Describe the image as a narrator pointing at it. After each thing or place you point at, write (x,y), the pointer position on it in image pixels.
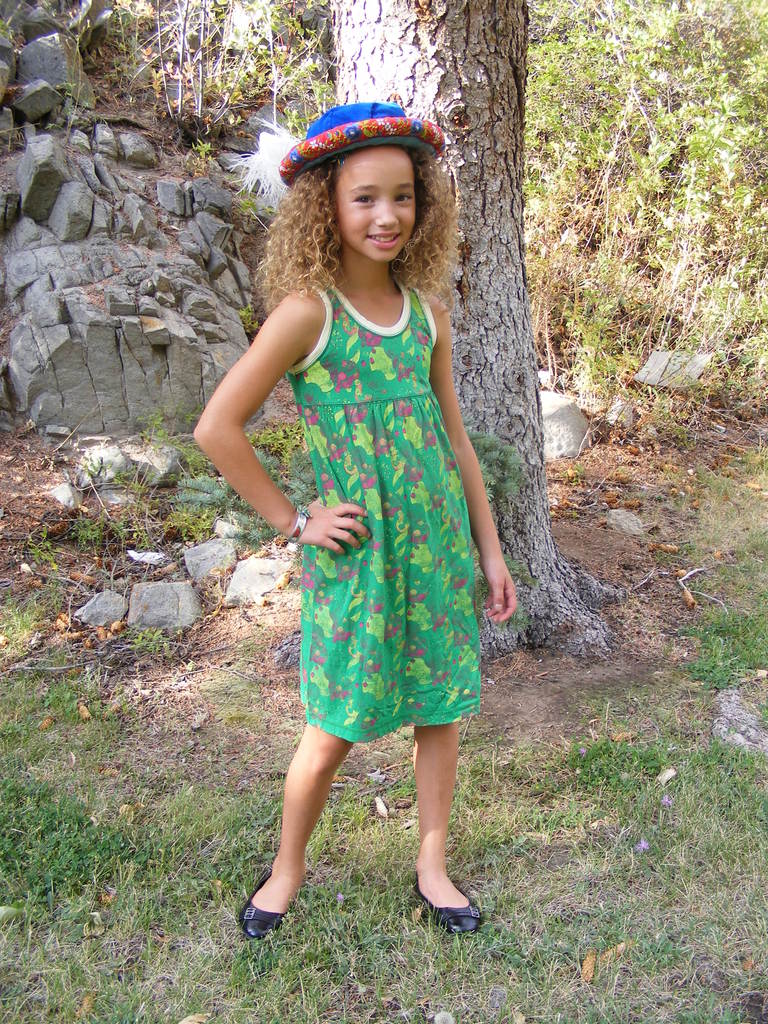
In this image, we can see a kid (435,445) wearing clothes (394,511) and standing in front of the stem (453,287). There are some plants (590,129) in the top right of the image (701,303). There is a rock (117,361) in the top left of the image (121,175).
